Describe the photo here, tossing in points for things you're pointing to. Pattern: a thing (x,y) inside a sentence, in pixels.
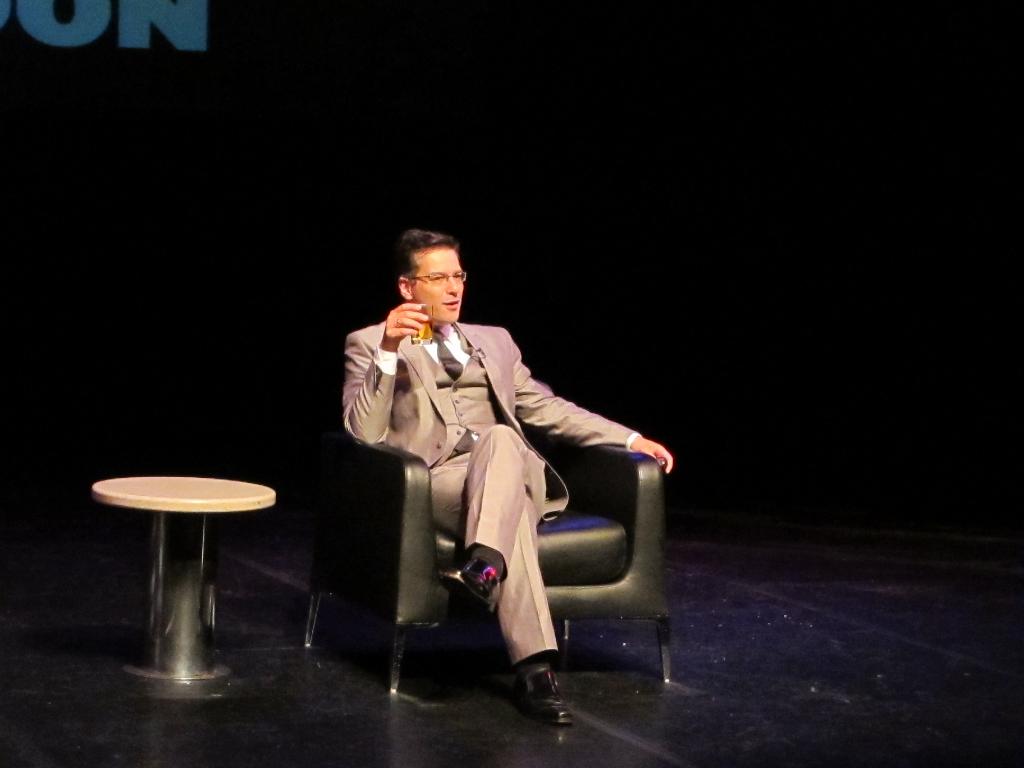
In the image there is a man (520,505), he is sitting on the sofa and holding a glass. Beside the man (446,407) there is a table (220,480) and behind the man (377,382) there is a black background (734,117) and on the left side (168,38) upwards there is some name (115,28).
